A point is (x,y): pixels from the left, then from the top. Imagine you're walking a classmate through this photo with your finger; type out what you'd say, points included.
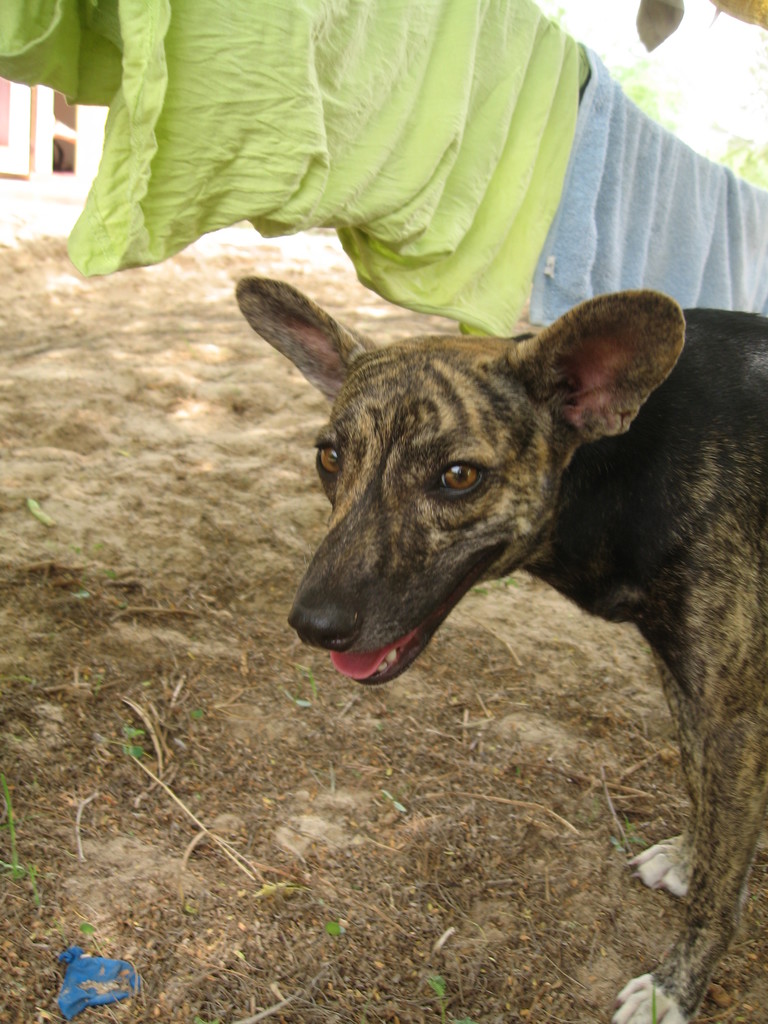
In this picture there is a dog (759,546). Here we can see clothes (689,204) are hanging on this pole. On the bottom (404,841) we can see grass (194,1017). In the background (0,100) there is a window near to the wall (86,119).
